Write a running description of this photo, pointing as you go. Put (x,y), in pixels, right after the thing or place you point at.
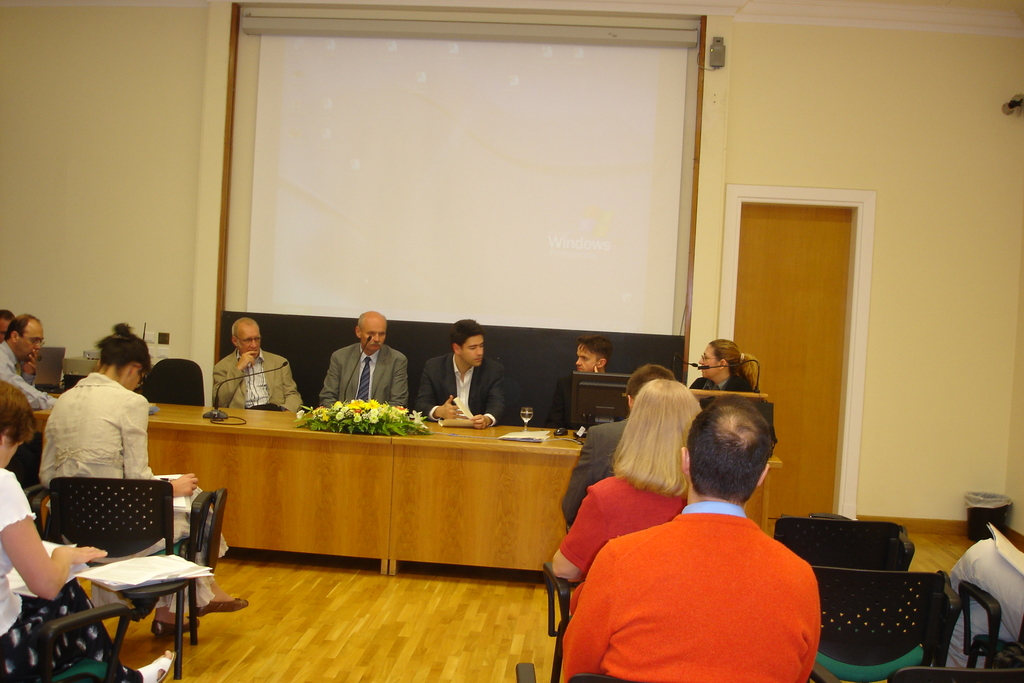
In this image we can see few persons (13,434) are sitting on the chairs (101,541) and among them few persons (61,611) are holding papers (134,576) in their hands (90,550) and there are papers (145,567) on the chair (146,590). In the background (246,328) we can see few persons (240,403) are sitting on the chairs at the table (386,466) and on the table (302,440) there is a glass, monitor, flowers bouquet (411,426), mouse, laptop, microphone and object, screen (394,210), door (847,497), wall (137,257) and a dustbin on the floor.
